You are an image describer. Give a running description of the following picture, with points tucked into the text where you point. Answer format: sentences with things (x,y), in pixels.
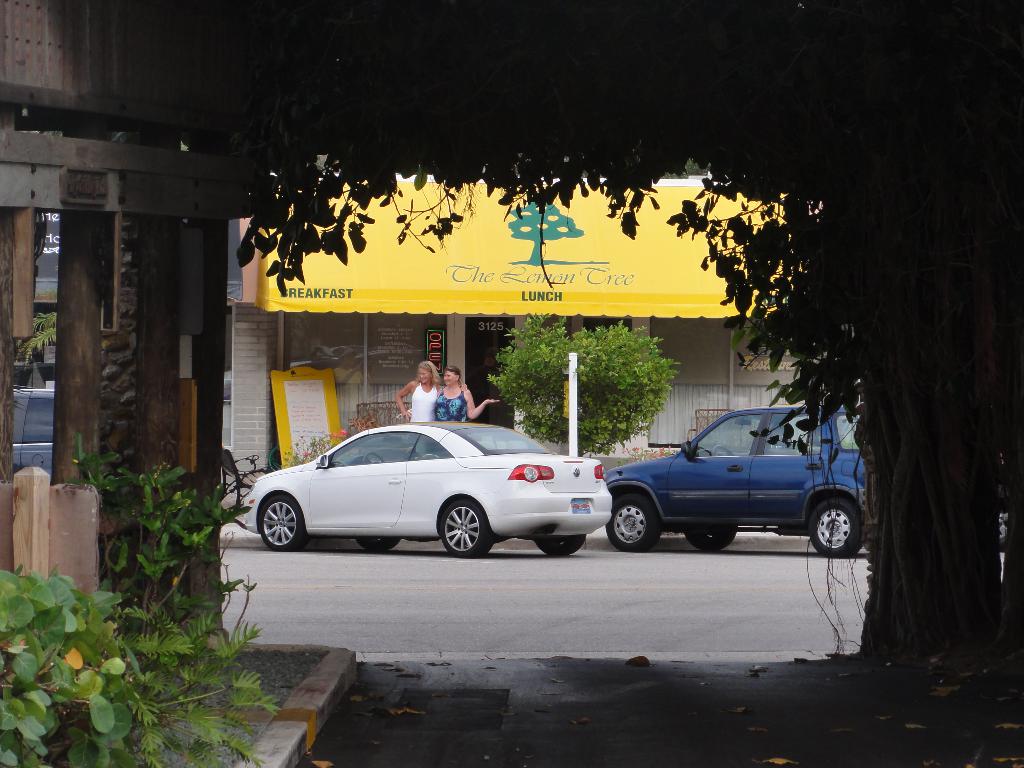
At the bottom (586,724), we see the road (635,648). On the left side (143,539), we see the plants (143,539), wooden poles (40,519) and a building (202,530). In the middle (489,489), we see the cars (518,494) parked on the road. Beside that, we see a pole (573,452), tree (585,422) and two women (450,405) are standing. Beside them, we see a board (336,415) in yellow and white color with some text (297,419) written on it. Behind them, we see a building (474,341) with a yellow color roof (471,266). On the right side (754,171), we see a tree (645,91). This picture is clicked outside the city.
